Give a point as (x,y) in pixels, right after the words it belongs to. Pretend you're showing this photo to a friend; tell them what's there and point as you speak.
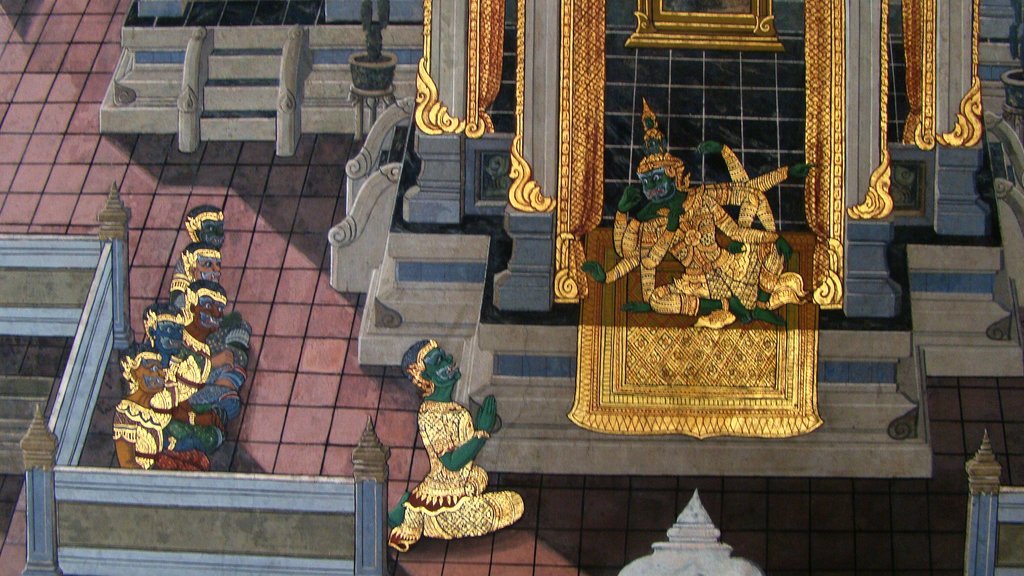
This is an animated image. On the left side (177,328) there are few people (177,385) sitting on the floor (264,437). Here I can see two more persons (463,450) wearing costumes (441,471). At the bottom (106,515) there is a railing (125,503). Here I can see a building (269,72).
